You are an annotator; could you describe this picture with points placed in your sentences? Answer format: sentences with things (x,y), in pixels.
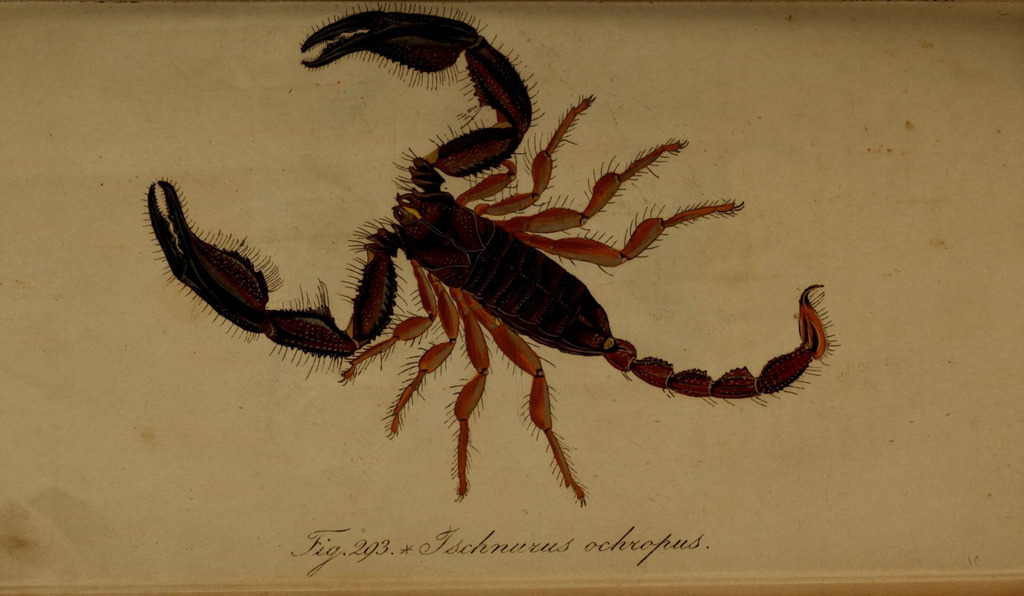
In this picture I can see there is a scorpion (704,380) and it has hands (157,216) and a tail (673,378), it has eight legs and there is something written on the bottom of the picture (335,556).
